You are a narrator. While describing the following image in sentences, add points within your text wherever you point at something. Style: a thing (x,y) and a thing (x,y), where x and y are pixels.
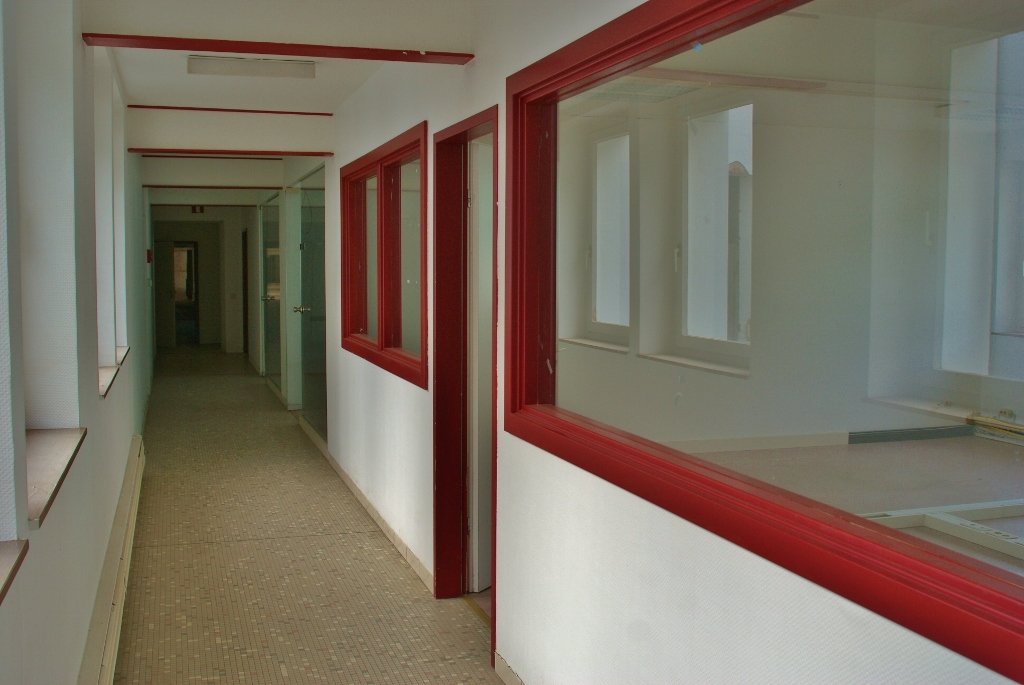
In this image I can see inside view of a building (311,143) and I can see a corridor (215,589) in the middle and I can see the wall (235,251) and windows (621,241) on the right side (754,250).
